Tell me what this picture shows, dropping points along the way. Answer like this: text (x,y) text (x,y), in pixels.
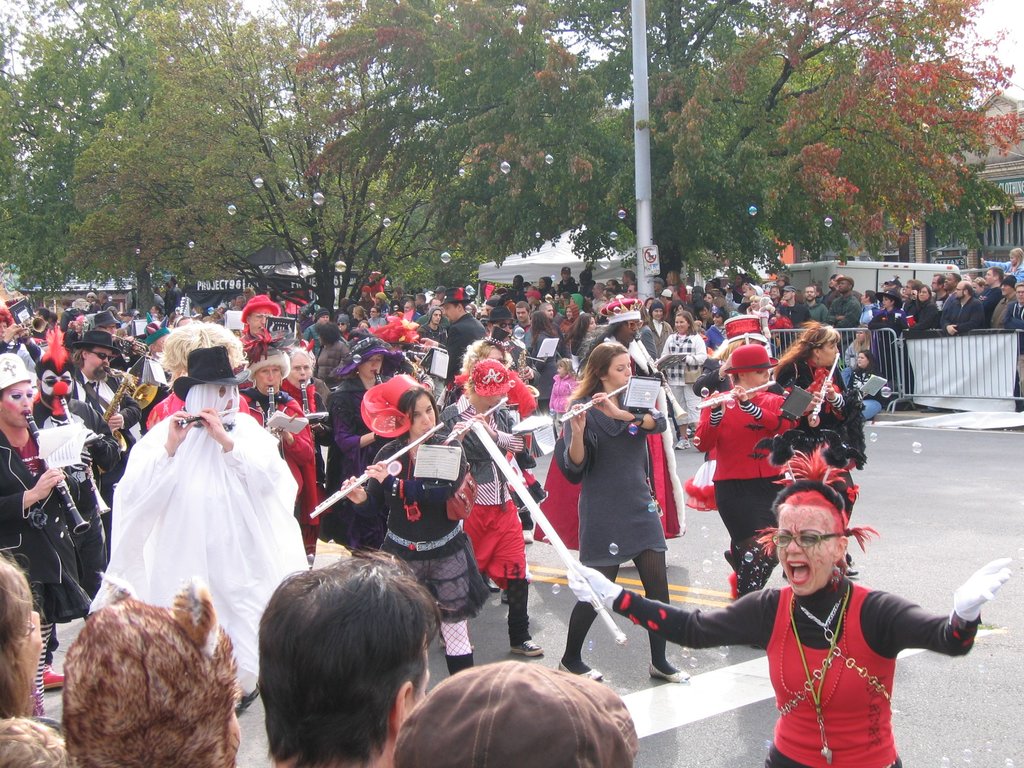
This picture is clicked outside the city. Here, we see people (706,365) standing on the road (724,700) and playing flute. The woman (803,717) on the right bottom of the picture (899,651) wearing black and red dress (837,669) is holding a long white baton (480,434) in her hand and singing songs. Behind her, we see iron railing (893,370) and we even see people (840,276) watching them. There are many trees (437,172) and buildings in the background (677,242) and we even see a pole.
